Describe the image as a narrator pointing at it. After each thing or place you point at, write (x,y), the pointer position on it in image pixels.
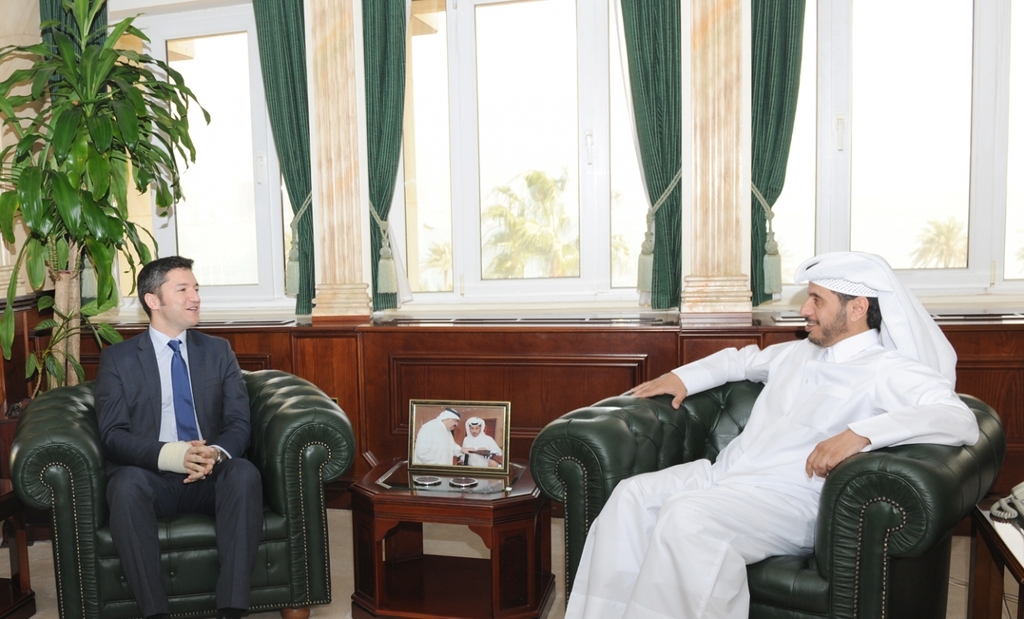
There are two persons (697,553) sitting on the couch (570,464) at the middle of the image (426,406) there is a photo (469,432) and at the left side of the image (115,168) there is a plant (131,109) and at the background of the image (255,212) there are curtains (674,195) and windows (557,209).
